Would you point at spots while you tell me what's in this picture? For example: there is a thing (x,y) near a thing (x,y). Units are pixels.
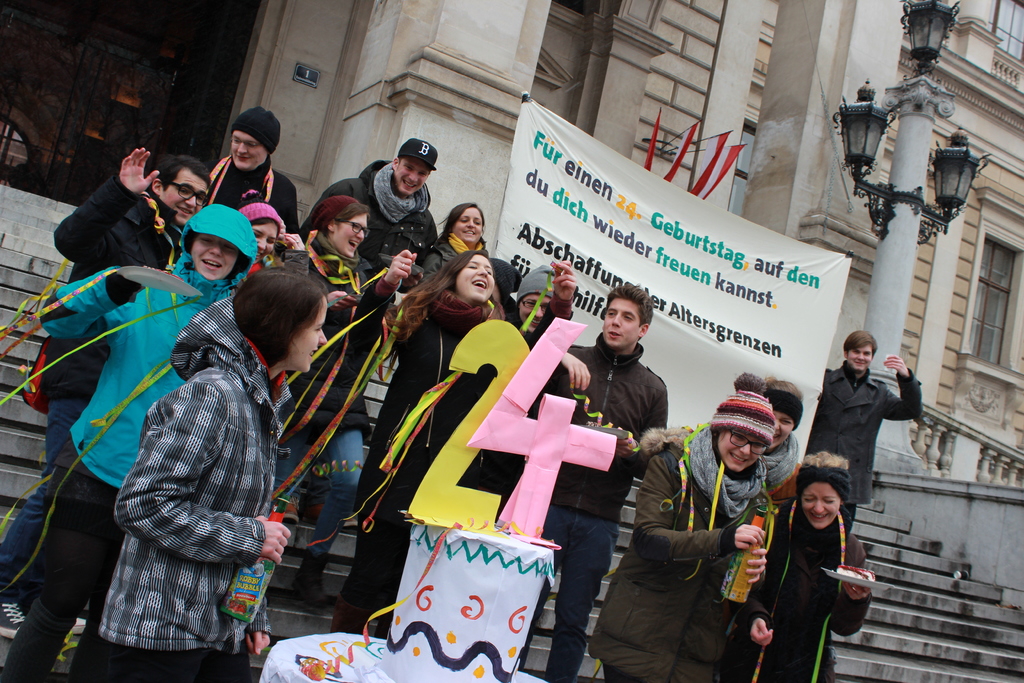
In this picture there are group of people (352,444) standing and smiling and there are two persons (710,443) standing and holding the bottles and there are three persons (73,518) standing and holding the plates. In the foreground (473,648) there is a box (513,612) on the table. At the back (705,412) there is a banner (673,381) and there is a text (652,204) on the banner (685,397). There are flags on the wall (726,71) and there are lights (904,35) on the pole (893,343). On the left side of the image (95,29) there is a door (1,95).
